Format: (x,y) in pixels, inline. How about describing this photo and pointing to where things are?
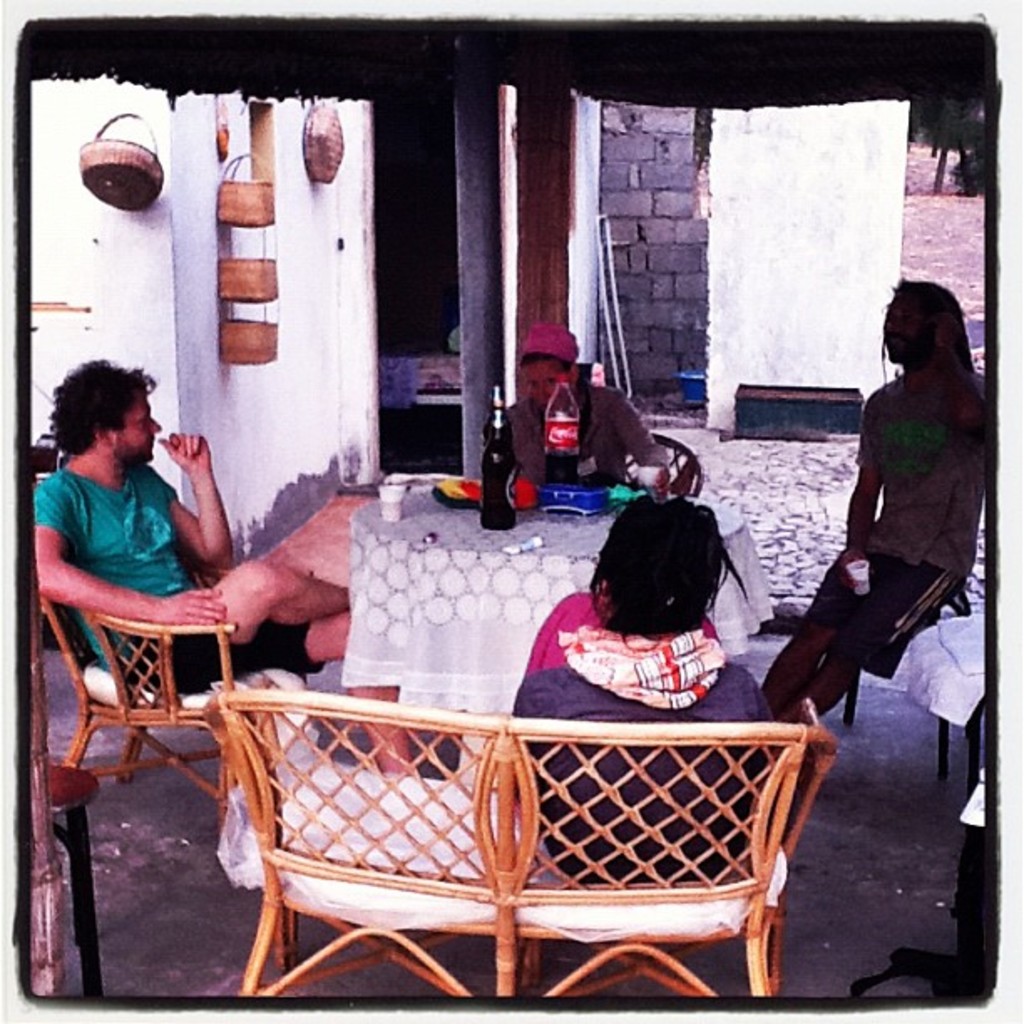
There are 4 people (592,653) sitting on the chair (474,729) at the table (508,680). On the table (584,556) we can see coke bottle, wine bottle (504,492), cups (397,497). In the background (185,310) there is a wall (650,164).
